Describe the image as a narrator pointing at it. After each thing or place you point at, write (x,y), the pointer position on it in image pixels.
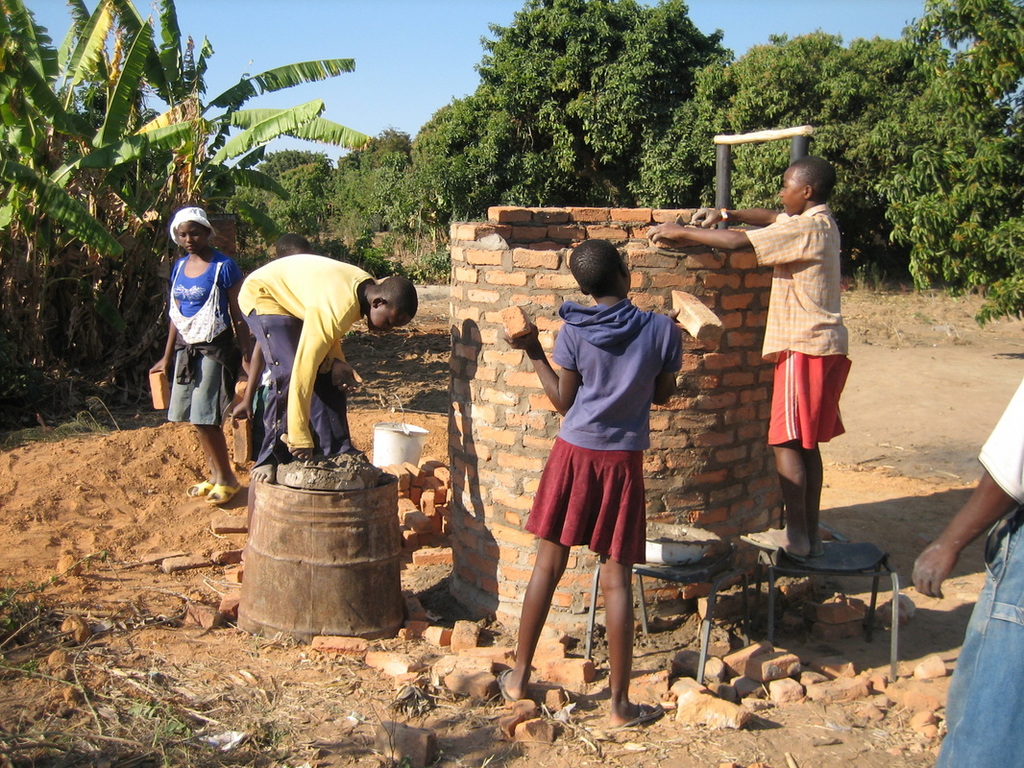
In this picture we can see a group of people (641,369). On the ground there are stools (795,570), a bucket (386,447), bricks (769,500), sand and it looks like an iron barrel (314,594). A person (632,388) is constructing a structure (643,249). Behind the people (288,307) there are trees (518,166) and the sky (433,56).
